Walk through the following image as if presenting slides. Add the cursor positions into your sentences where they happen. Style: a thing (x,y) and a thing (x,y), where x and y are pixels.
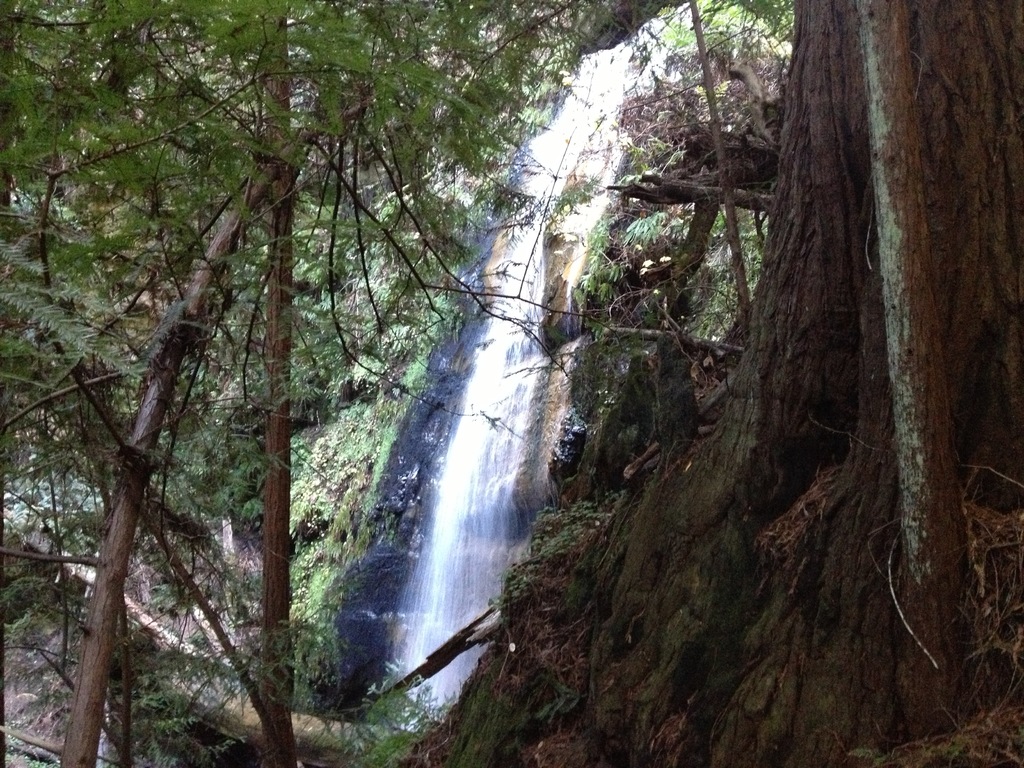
This picture is clicked outside the city. In the foreground (919,273) we can see the trees (320,49) and the trunk (885,241) of a tree (796,623). In the center (487,407) we can see the waterfall (473,550). In the background (425,514) we can see the rocks (619,423) and some other objects (244,514).
